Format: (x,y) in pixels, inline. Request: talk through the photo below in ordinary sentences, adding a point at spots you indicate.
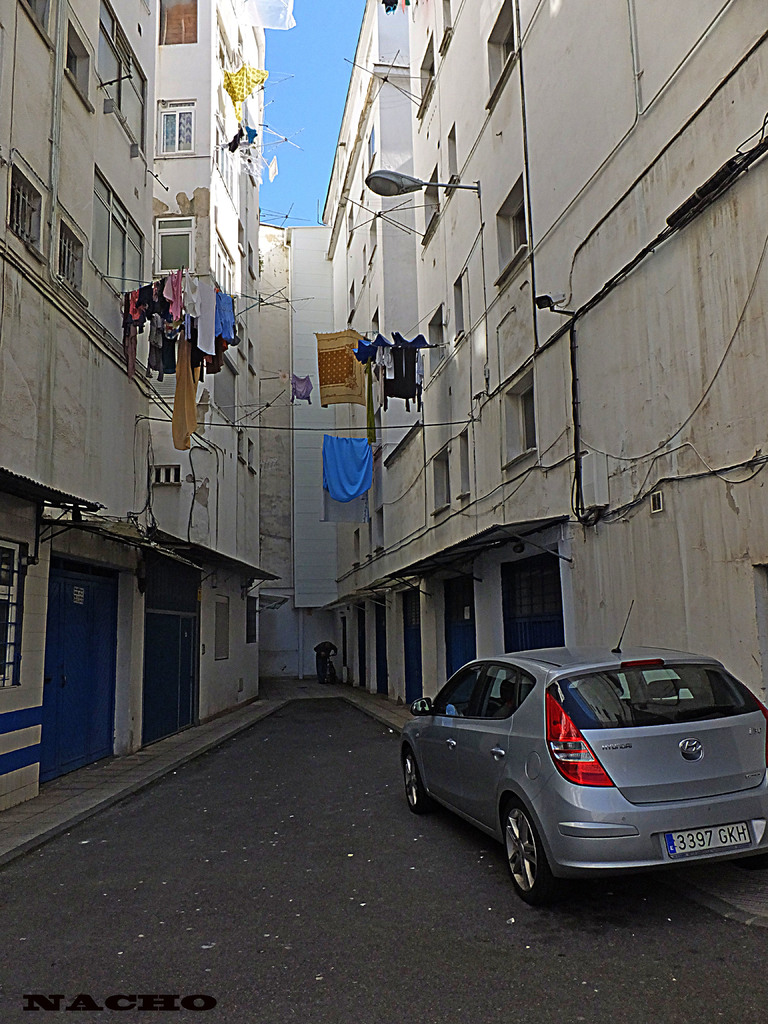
In the image there is a car (529,694) on the road (390,889) with buildings (215,622) on either side of it with windows (190,255) and clothes (215,345) hanging on the rope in the middle (384,371) and above its sky (294,126).
